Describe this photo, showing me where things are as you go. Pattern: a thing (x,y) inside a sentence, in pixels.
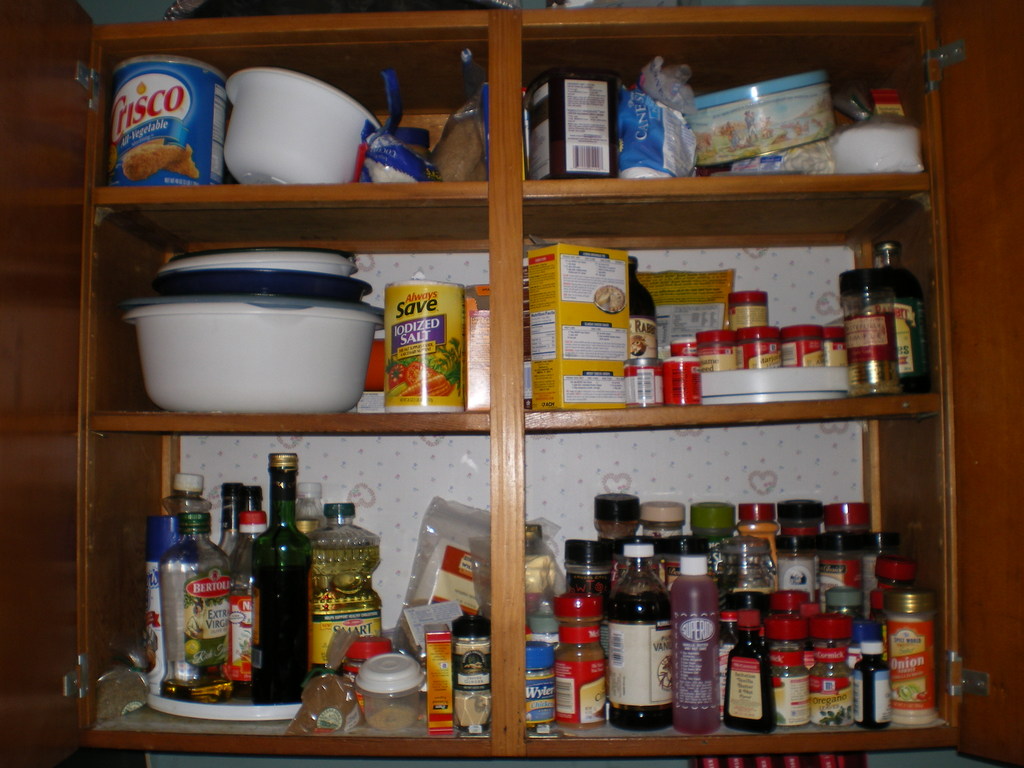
In this image I can see an open shelf (945,441) with racks (661,48). In the racks (372,56) on the shelf (649,226) there are bottles (672,537), containers (335,319), food packets (711,289), food boxes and some other objects (788,369).
